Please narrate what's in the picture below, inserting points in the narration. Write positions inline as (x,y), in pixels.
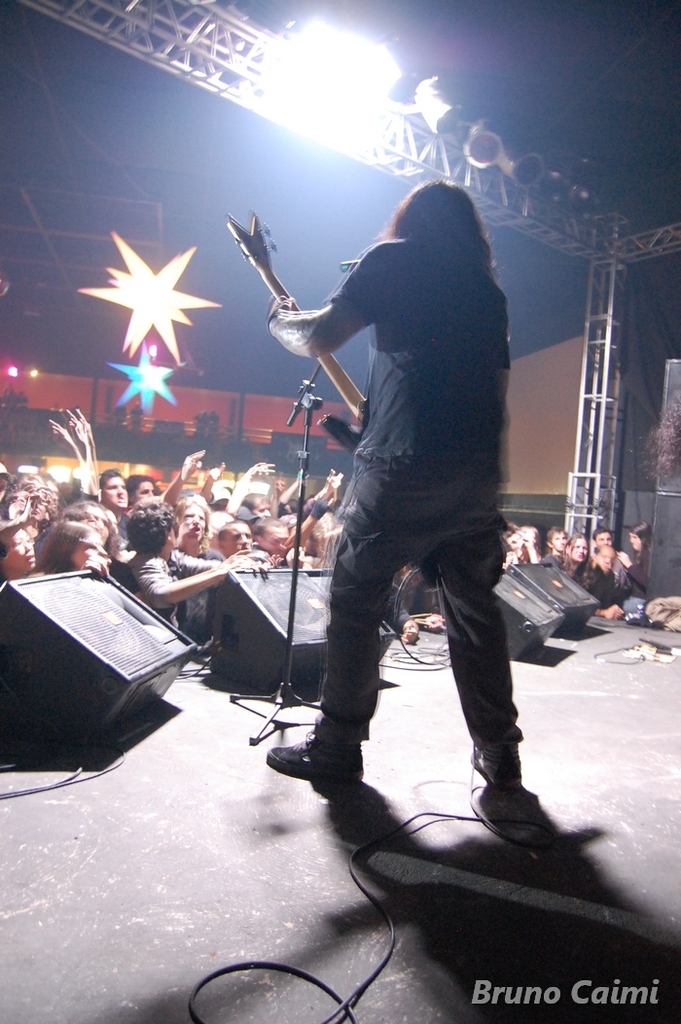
The picture is taken in a stadium (339,525) where the person (356,723) is standing on the stage (364,747) and playing the guitar (356,426) in front of him there is a crowd (212,527) and on them there are lights (122,299) in star shape and there are speakers (257,580).
